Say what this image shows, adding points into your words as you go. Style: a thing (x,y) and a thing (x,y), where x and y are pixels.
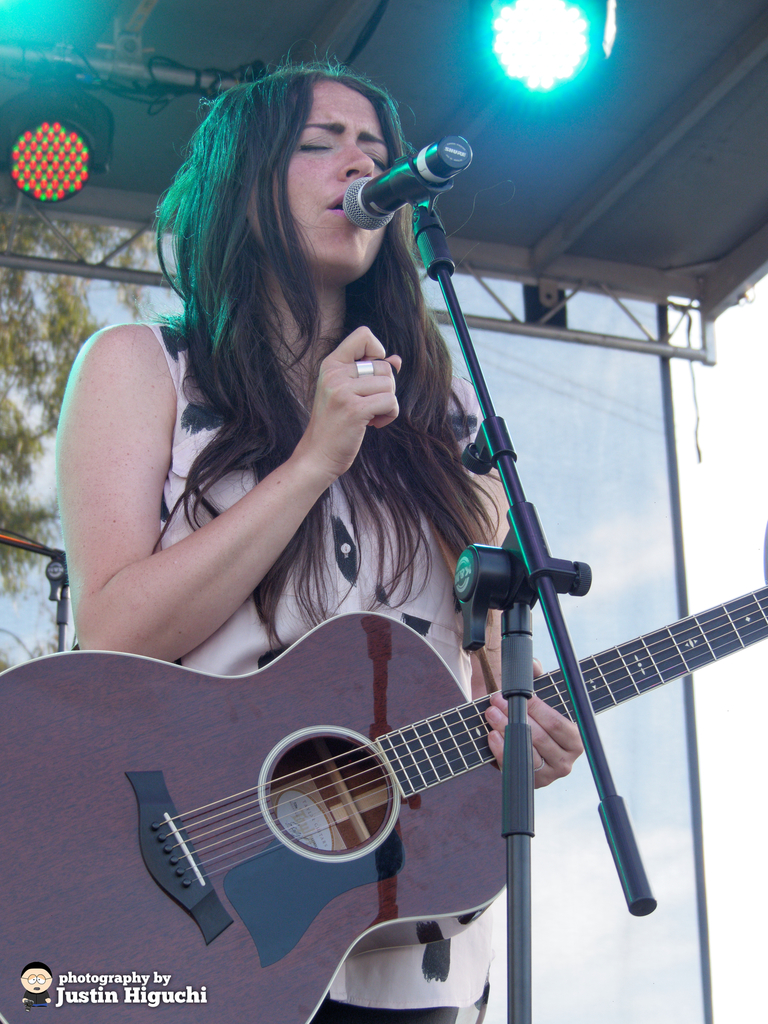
One lady (291,425) is standing and she is holding a guitar (312,845). In front of her a mic stand (431,249) with mic (395,189) is there. She is singing. In the background (44,362) we can see a branch (15,355) of a tree (14,416). And above her there is a light (510,34).
